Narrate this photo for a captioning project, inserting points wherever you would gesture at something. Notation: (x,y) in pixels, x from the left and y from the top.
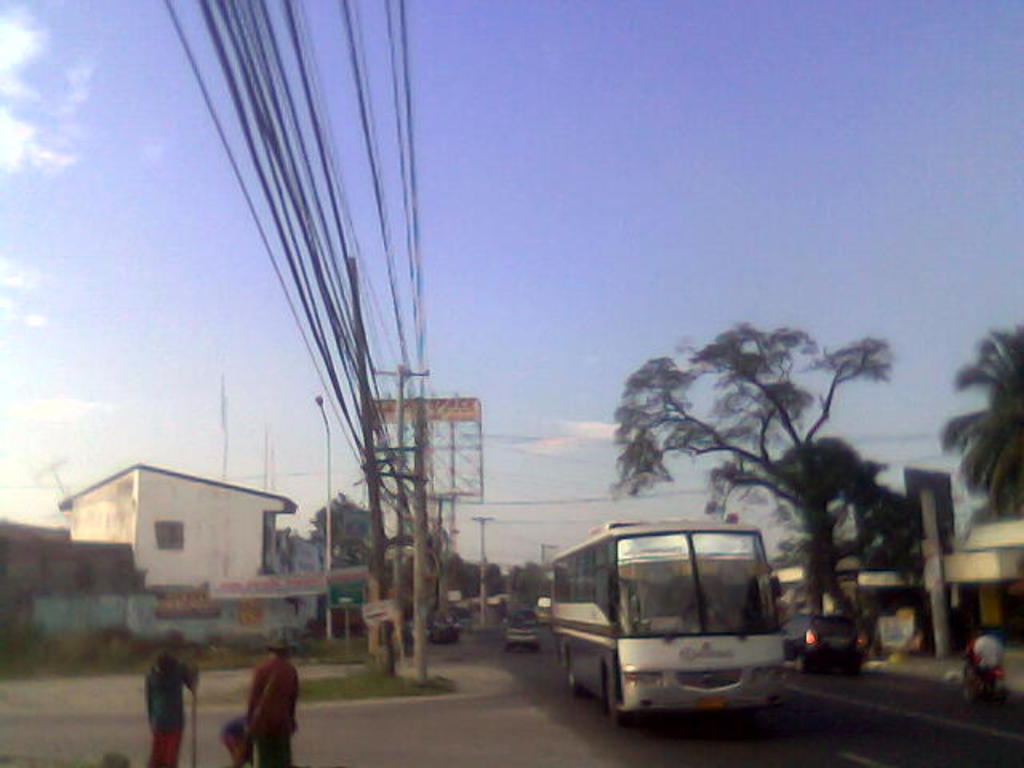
This picture is clicked outside. On the left (237,740) we can see the group of persons (231,726). On the right (769,645) there are some vehicles (700,679) seems to be running on the road (555,673). In the background (1004,571) we can see the buildings (962,581), poles (416,464), cables (398,332), lights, trees (1013,416) and the sky (571,192).
